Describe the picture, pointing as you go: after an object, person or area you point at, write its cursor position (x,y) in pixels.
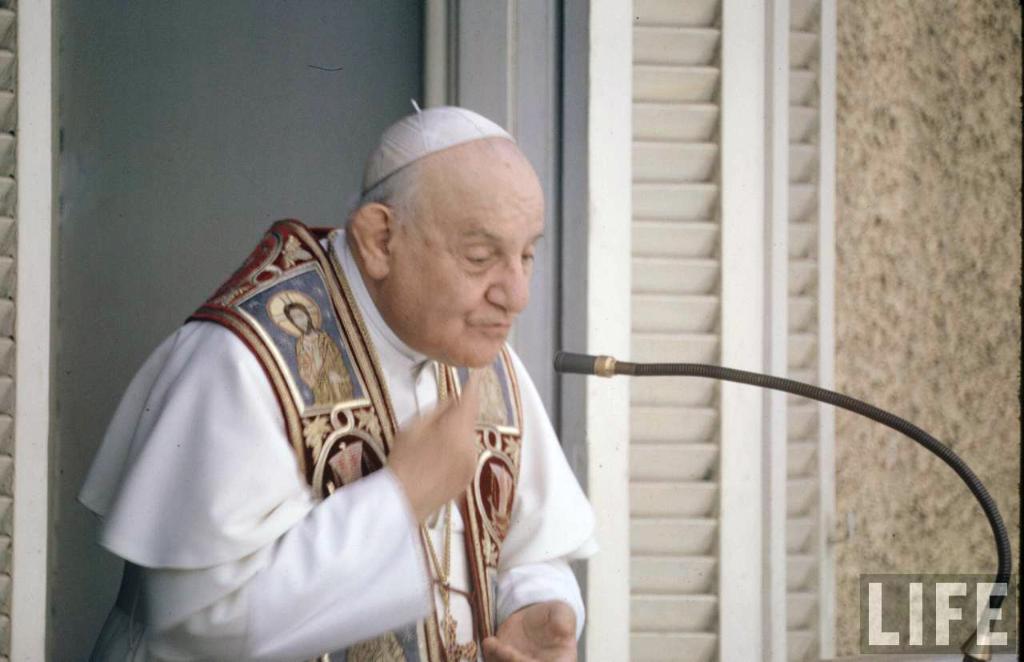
In this image, we can see an old man (409,187) standing and there is a black color microphone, in the background (221,207) we can see a wall (1013,432).
